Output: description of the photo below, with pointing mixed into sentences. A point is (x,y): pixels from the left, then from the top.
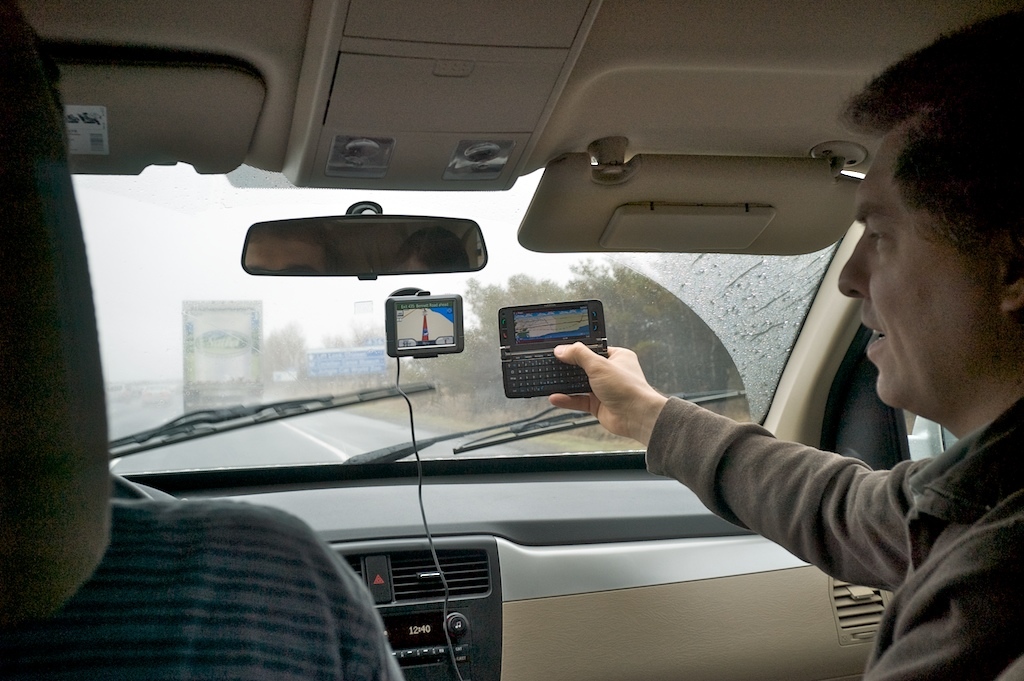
There are two people (1018,390) inside a vehicle (731,548) and this man (605,390) holding a gadget (565,339). We can see device (402,310) with stand (402,294), radio (434,619), mirror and wind shield (379,323), through this wind shield (289,357) we can see windshield wipers (297,409), vehicle (244,324) on the road (300,430), trees (627,326) and sky (144,256).
